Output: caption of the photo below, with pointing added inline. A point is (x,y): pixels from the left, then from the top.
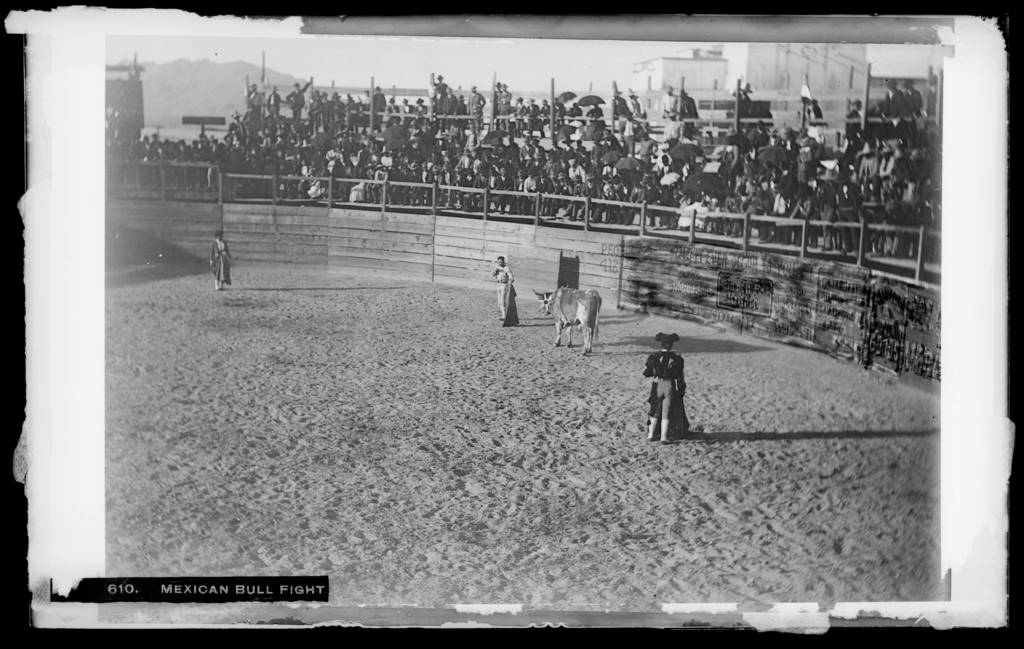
This is a black and white picture, there are three persons (216,244) standing on the sandy land (432,405) with a bull (559,310) in the middle (560,330) and there are many people (621,134) standing behind the fence (478,227).
